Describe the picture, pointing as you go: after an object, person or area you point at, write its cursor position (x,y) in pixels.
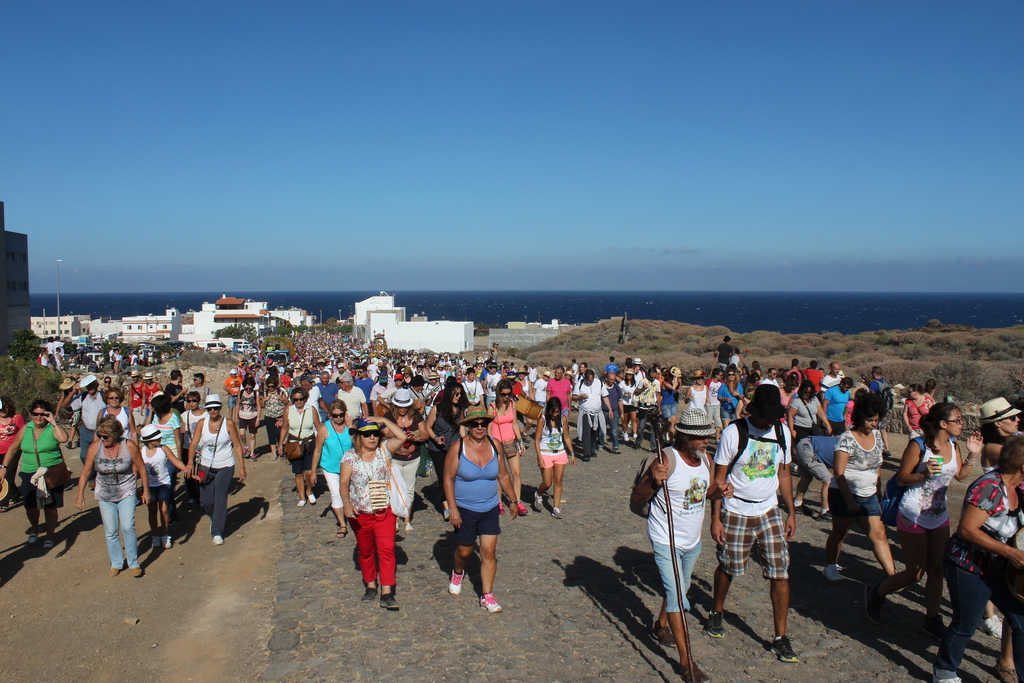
In this image we can see many persons (308,385) walking on the road (599,448). In the background (163,326) we can see trees (41,379), buildings (192,323), plants (708,339), grass (783,334), water (427,301), poles (321,317), sky (343,135) and clouds (877,271).
